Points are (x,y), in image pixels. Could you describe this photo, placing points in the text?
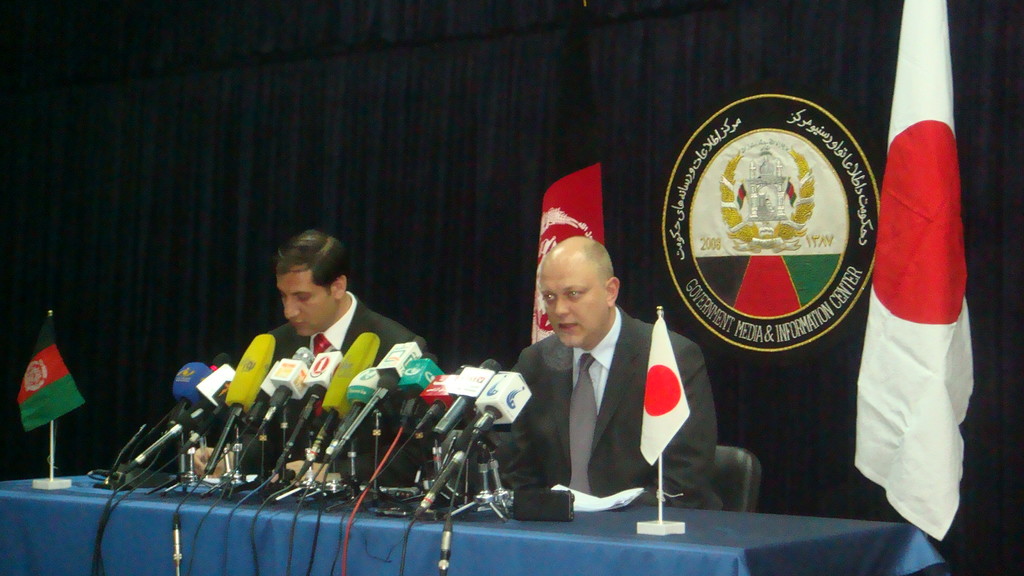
In this image I can see two men (535,407) are sitting on chairs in front of a table (373,515). These men (547,399) are wearing black color suits (544,401). On the table (658,557) I can see flags (660,414), microphones (433,452) and blue color covered on it. In the background (527,157) I can see black color curtains (639,67) and some logo (805,272) on it.
